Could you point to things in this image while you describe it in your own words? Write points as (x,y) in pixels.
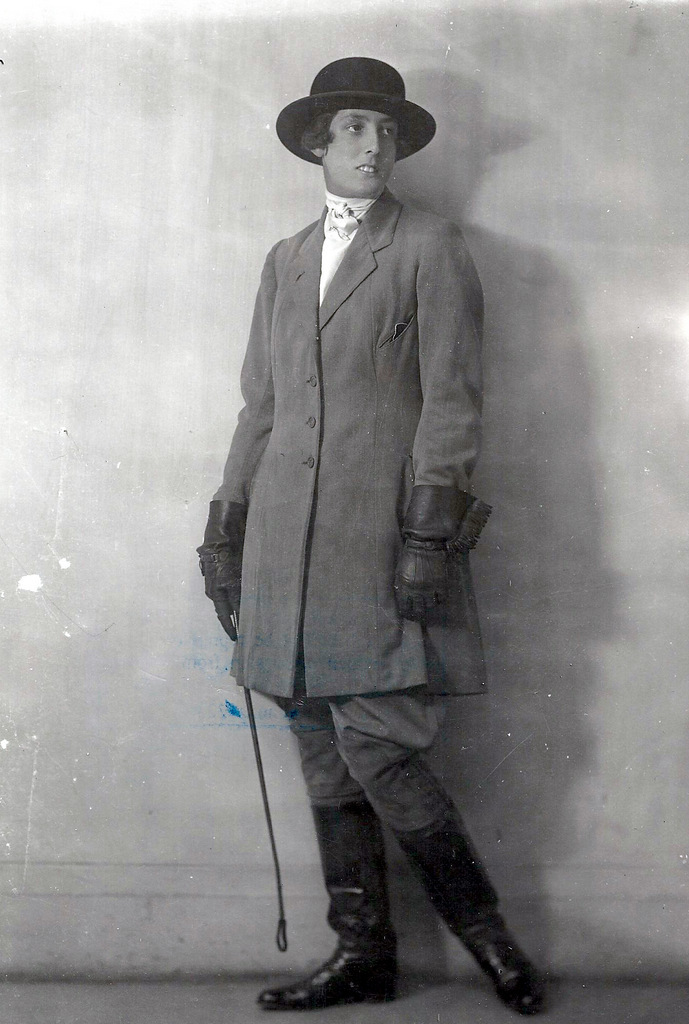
By seeing image we can say it is a photograph. In this image we can see a person (409,685) is standing and holding something in his hand (234,631).
